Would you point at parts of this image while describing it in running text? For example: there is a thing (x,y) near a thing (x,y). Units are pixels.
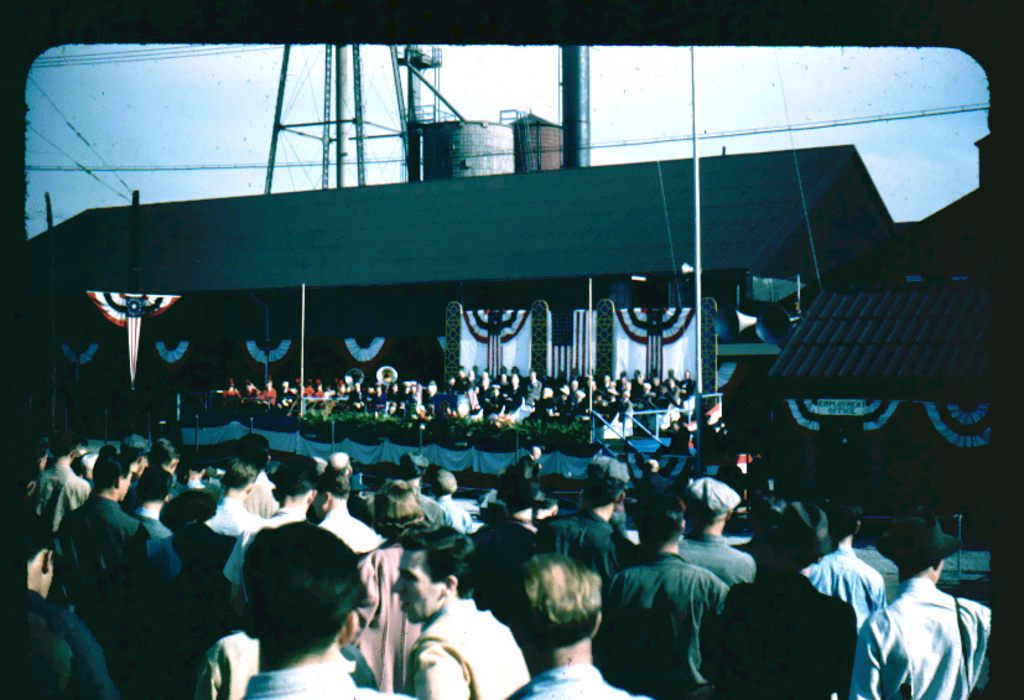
There are many people (279,565). In the back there is a stage (433,436). On the stage (568,355) there are many people (418,385) sitting. In the front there are plants (453,439). In the background (344,96) there are towers (574,89), wires (819,278). On the right side (857,330) there is a building (876,351).
